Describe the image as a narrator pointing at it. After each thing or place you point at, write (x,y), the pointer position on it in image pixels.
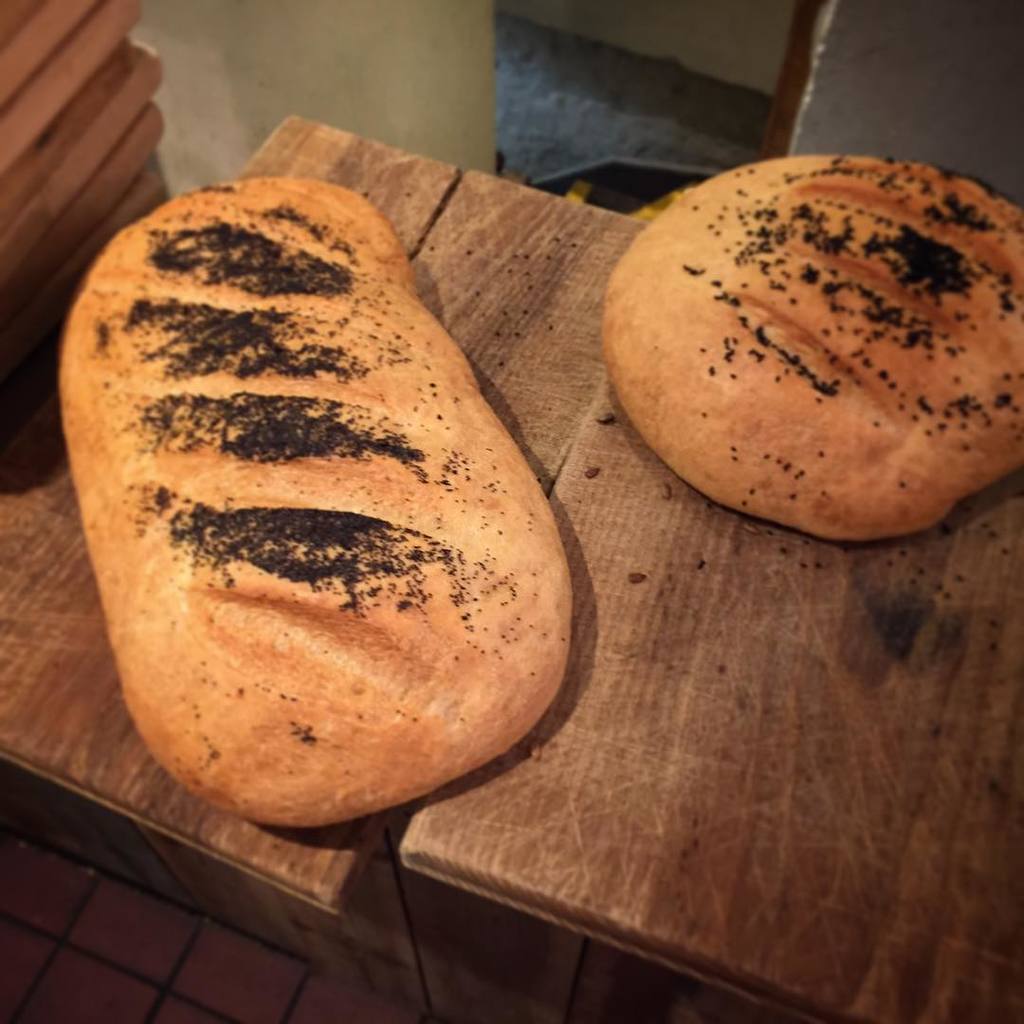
In this image in the center (502,432) there are breads (826,358) which is on the brown colour surface (570,545). On the left side (66,122) there are objects (47,140) which are brown in colour. In the background (345,58) on the top (399,80) there is a wall (398,66) which is cream in colour.
